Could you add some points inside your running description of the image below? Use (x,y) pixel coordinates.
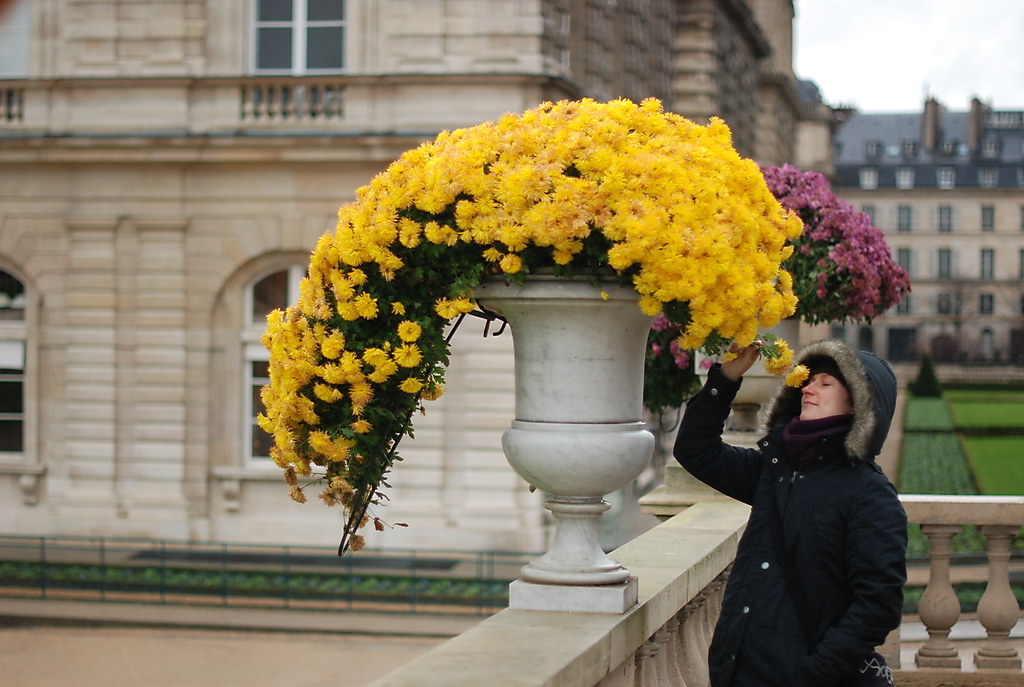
In the foreground (566,255) I can see a person (750,539) is holding flowering plant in hand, fence (650,601) and potted plants (664,378). In the background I can see buildings (203,401), windows (329,35), grass (975,444) and the sky (880,110). This image is taken may be during a day.
